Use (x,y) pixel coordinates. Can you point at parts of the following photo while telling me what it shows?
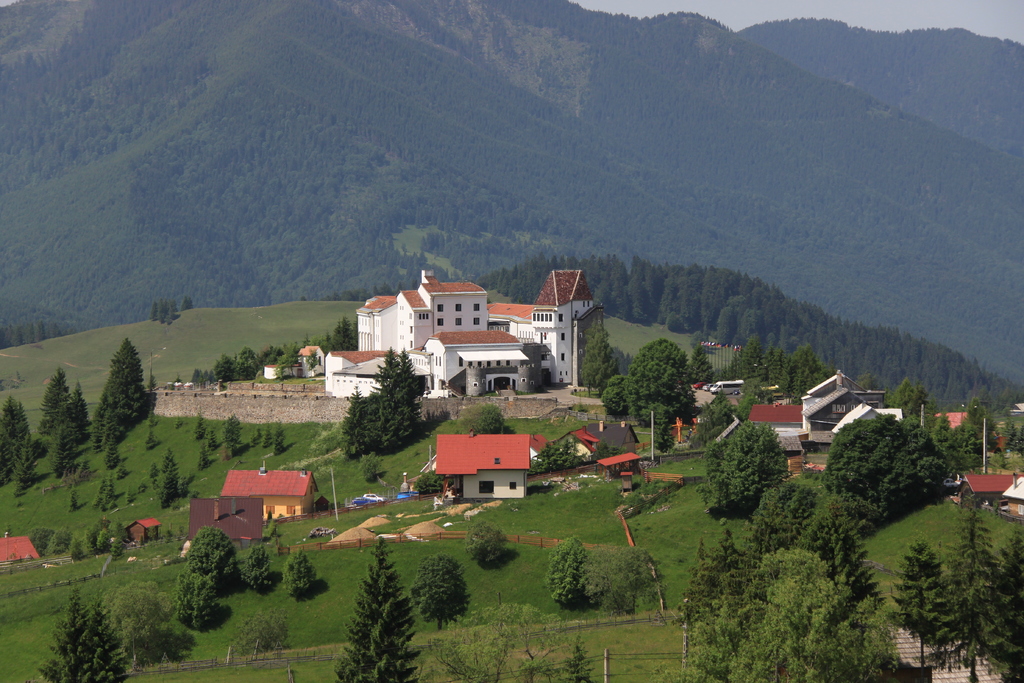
In this image I can see few buildings (433,346) and windows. I can see trees (807,631), vehicles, fencing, pole (986,468) and mountains (704,113).
